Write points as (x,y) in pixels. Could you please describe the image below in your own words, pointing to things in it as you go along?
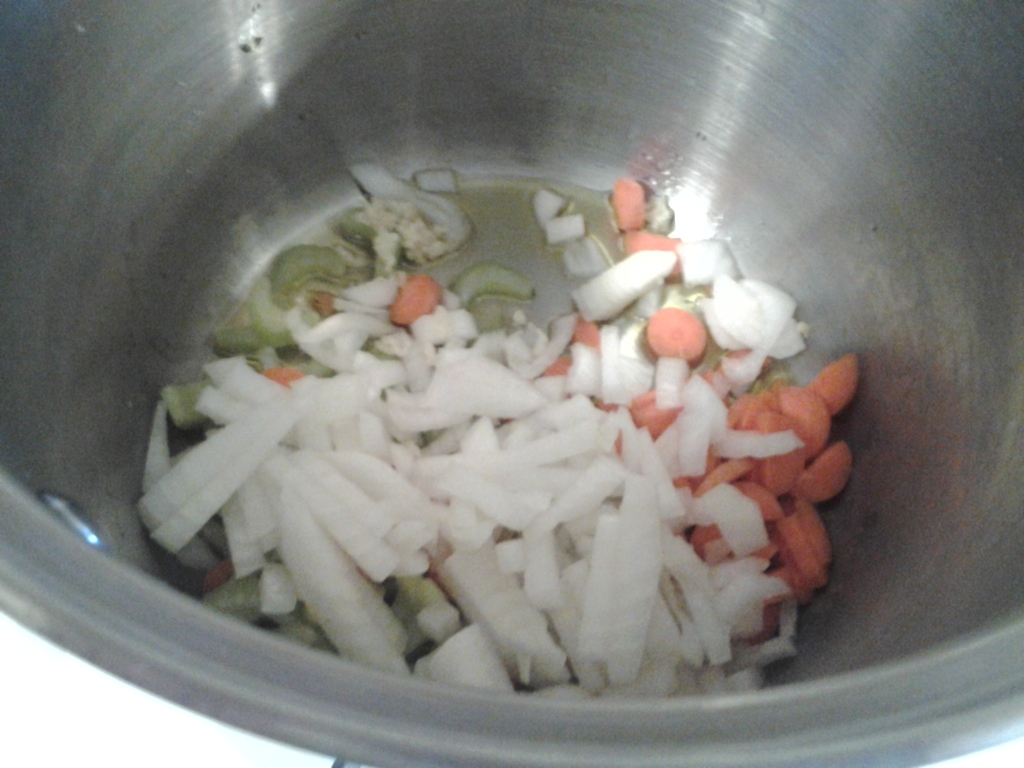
In this picture we can see some vegetables (684,434) are in a vessel (954,417).
